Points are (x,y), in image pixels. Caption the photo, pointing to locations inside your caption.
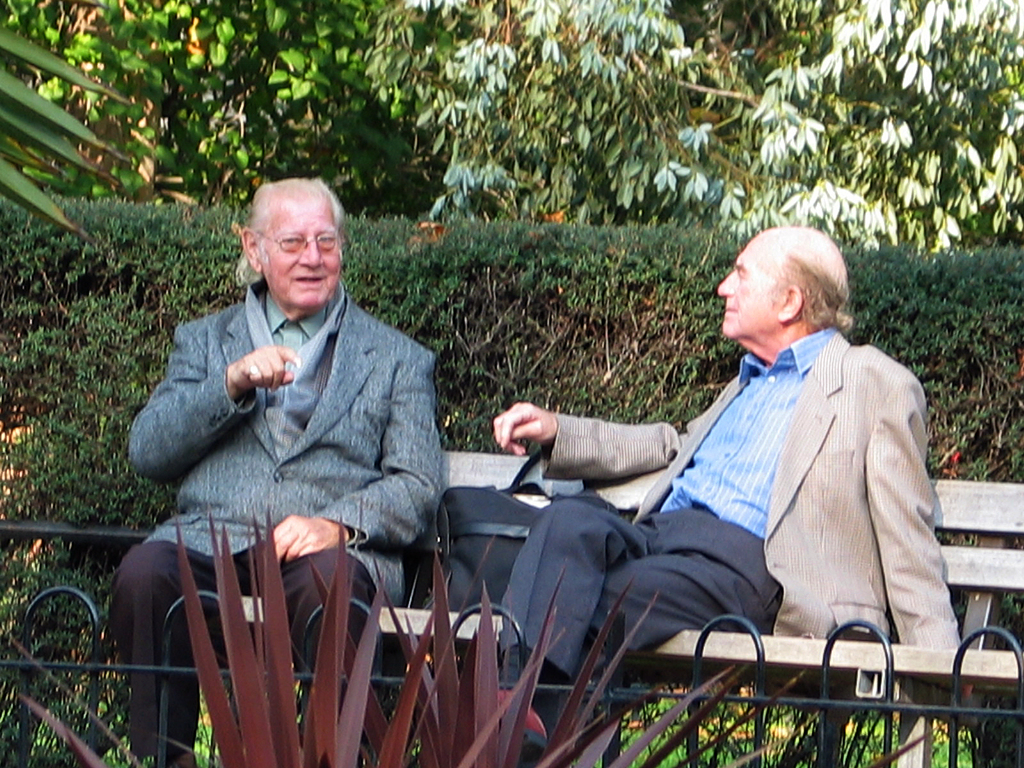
In this image we can see two people (360,346) sitting on a bench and there is a bag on the bench (946,485). We can see some trees (636,140) in the background (78,106) and there is a fence (22,677).
